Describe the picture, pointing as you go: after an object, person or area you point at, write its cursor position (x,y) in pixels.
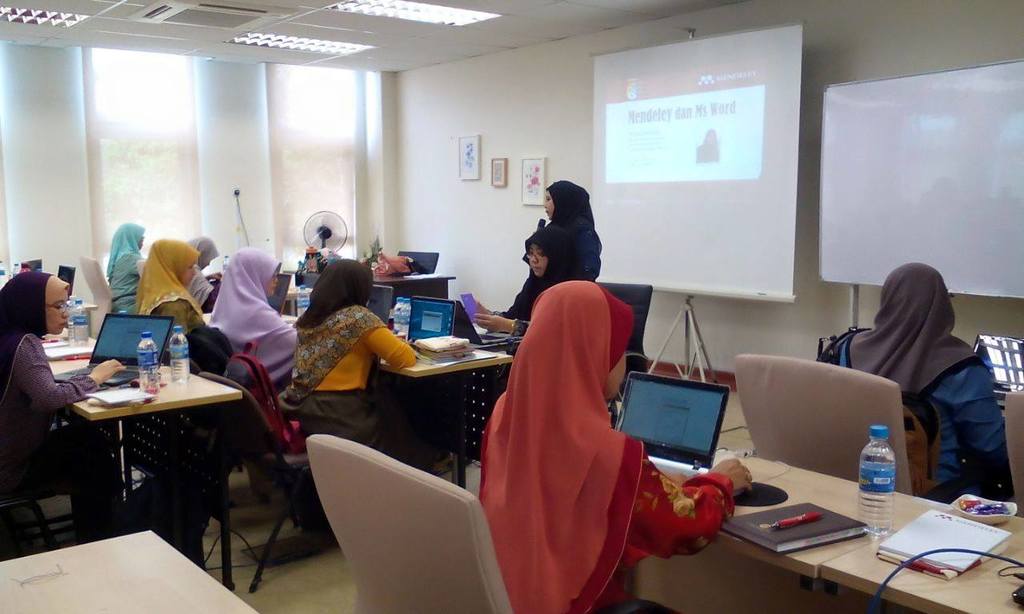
In this image, we can see some persons (584,336) sitting on chairs (798,458) in front of tables (174,394). These tables (425,369) contains laptops (445,330), bottles (155,371) and books (935,510). There is a fan (332,236) and screen (643,252) in the middle of the image (646,250). There are photo frames (494,165) on the wall (513,209). There is a board (912,208) on the right side of the image (933,210). There are lights (424,12) on the ceiling (533,30) which is at the top of the image (475,27).
